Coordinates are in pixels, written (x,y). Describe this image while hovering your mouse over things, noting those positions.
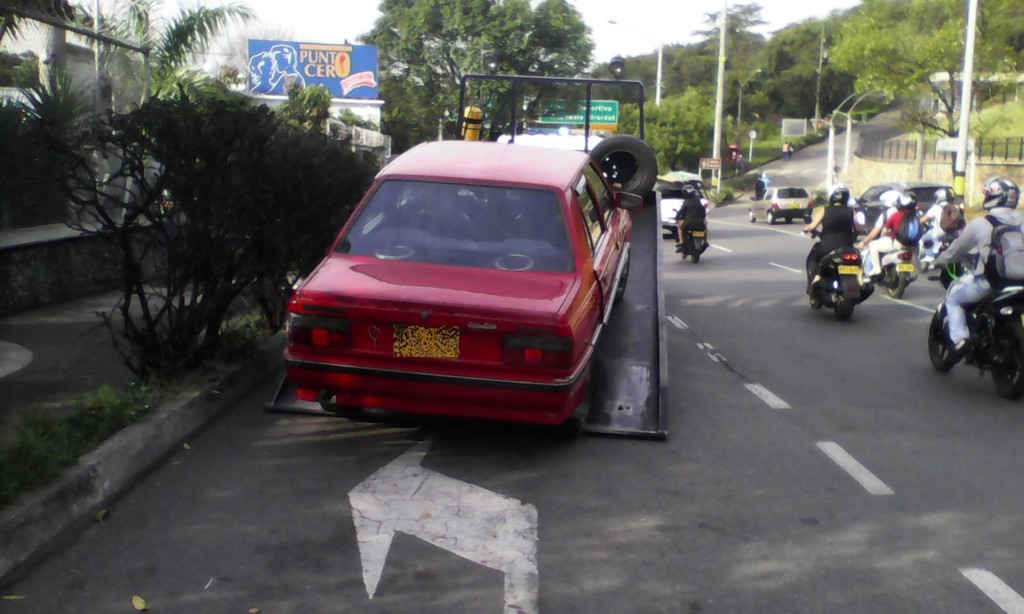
As we can see in the image there is a red color car (594,253), motorcycle (977,336), street lamps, banner (348,54), fence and on the top (282,39) there is sky (665,21).
